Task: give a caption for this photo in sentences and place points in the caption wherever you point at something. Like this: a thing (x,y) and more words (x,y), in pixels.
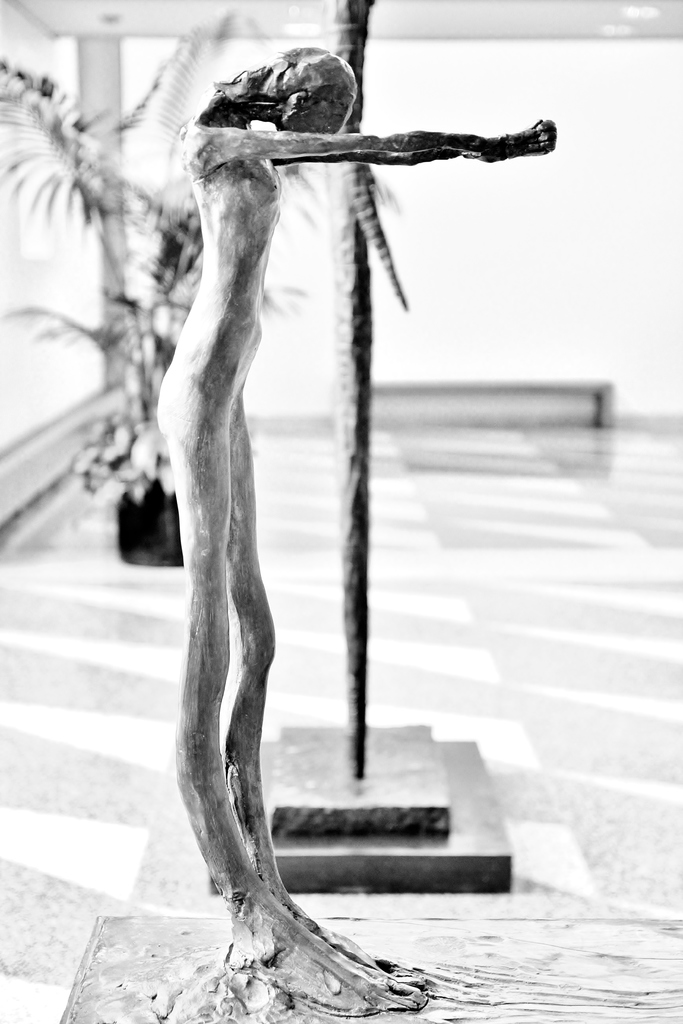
Front we can see statue (194,697). Background (177,190) it is blurry and we can see plant (146,473).
